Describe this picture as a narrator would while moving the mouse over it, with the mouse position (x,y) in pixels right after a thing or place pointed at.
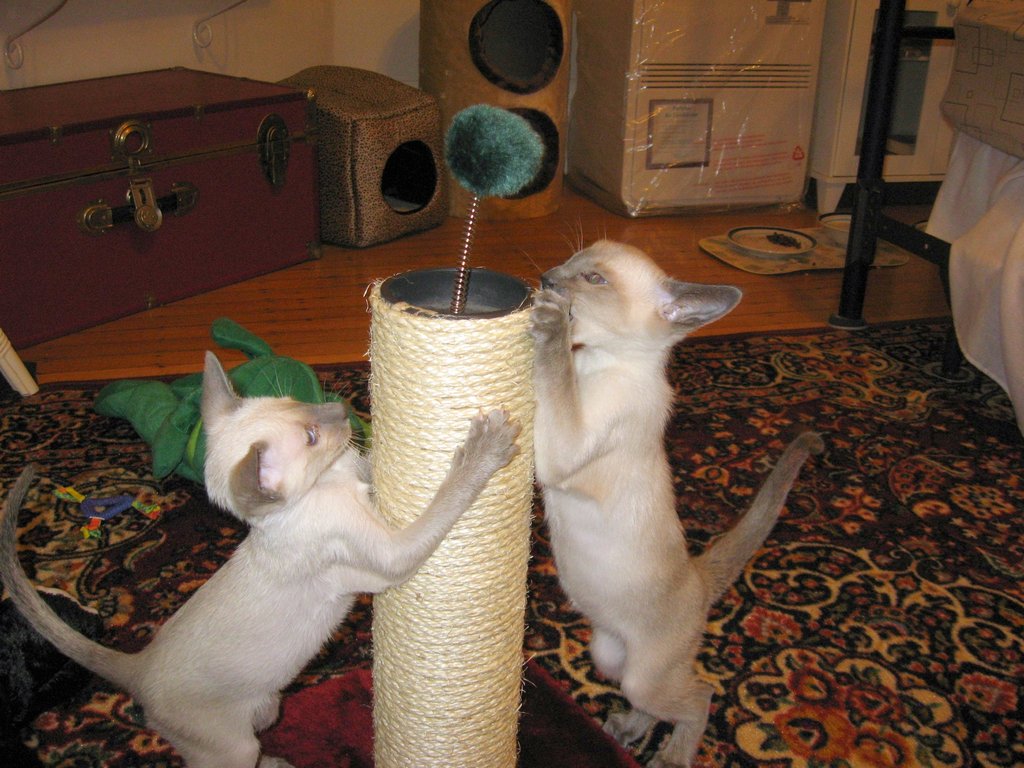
In this image there is a toy (530,431). Two cats (494,438) are holding the toy (470,580). Cats (433,549) are standing on the carpet (795,601) which is on the floor (296,329). On the carpet (131,444) there is a toy (189,394). Left side (104,223) there are few boxes (157,233) on the floor (318,330). Right side (898,15) there is a stand (876,95) having few clothes (997,167) on it. Behind there is a cabinet (848,162).
